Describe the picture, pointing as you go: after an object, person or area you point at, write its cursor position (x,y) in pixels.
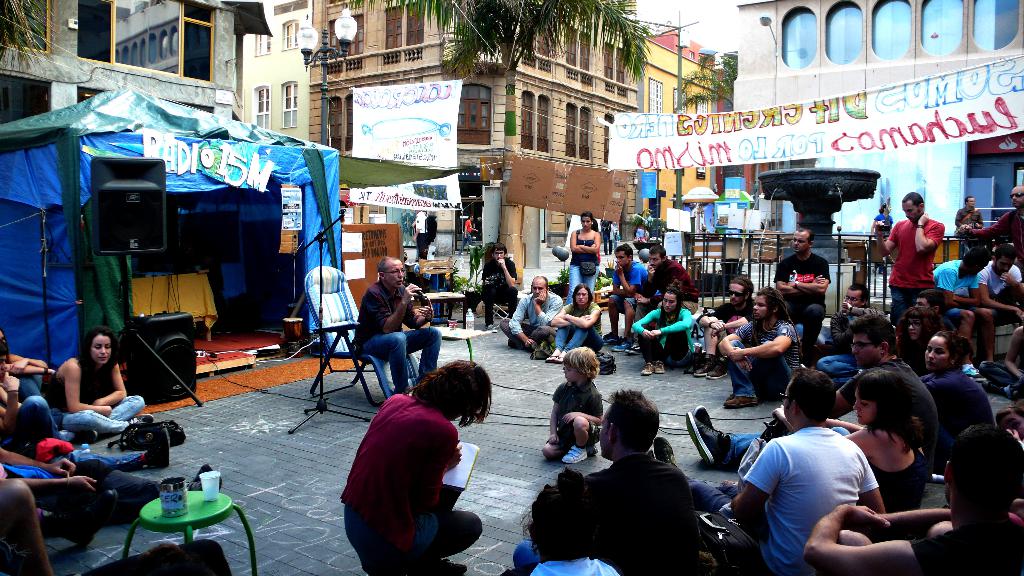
In the image there are many people (672,337) sitting on the road (683,391), in the middle (372,307) there is an old man (368,347) sitting on chair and talking on mic (407,284), beside him there is a table (467,330) with water bottle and glass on it and behind it there is a tent (121,107) with speakers (151,339) in front of it, this is clicked in a street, in the back (160,54) there are buildings (381,28) all over the image, there is a tree (512,16) in middle of the road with banners (426,156) on either side of it.
